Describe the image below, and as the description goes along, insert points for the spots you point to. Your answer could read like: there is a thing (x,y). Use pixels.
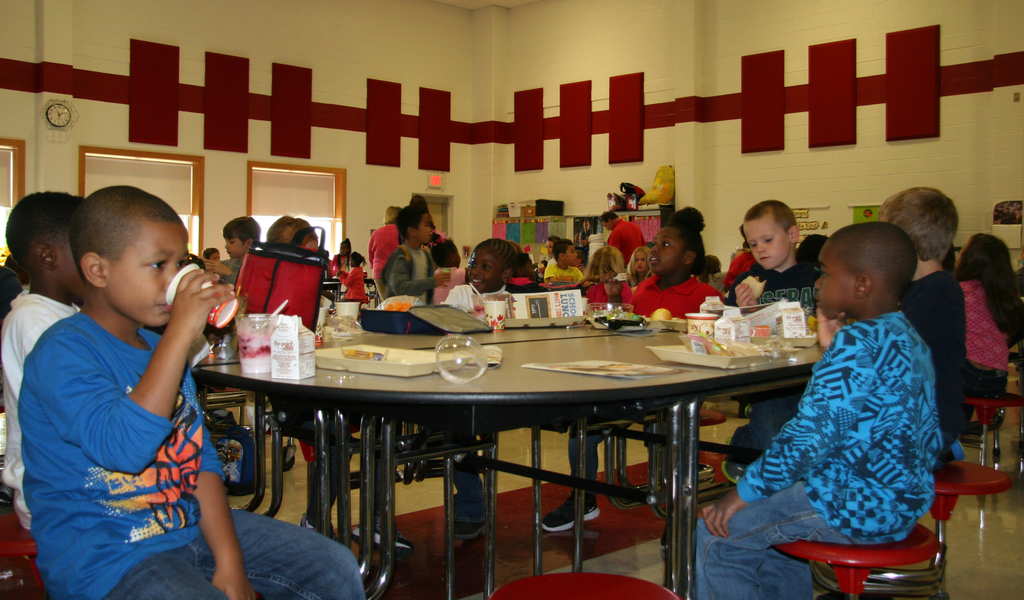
This picture is clicked inside the room (849,152). Here, we can see many children (184,497) sitting on chair (919,544) and having their food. We can even see a dining table (567,351) on which glass (261,358), plate (416,355), lunch boxes (370,321), paper (565,309) and eatables (785,319) are placed on it. On the right bottom (839,459), we can see a boy (854,425) wearing blue shirt (874,435) is watching someone on the opposite side. On background (529,242), we see clothes (517,235) or napkins (525,229) that are hanged to the hangers (551,228). Behind that, we see a wall (540,157) with maroon stripes (574,129). To the left of the picture (253,175), we can see windows (301,195) and on the left top (68,115), we see watch (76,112) which is fixed on the wall (42,133).
